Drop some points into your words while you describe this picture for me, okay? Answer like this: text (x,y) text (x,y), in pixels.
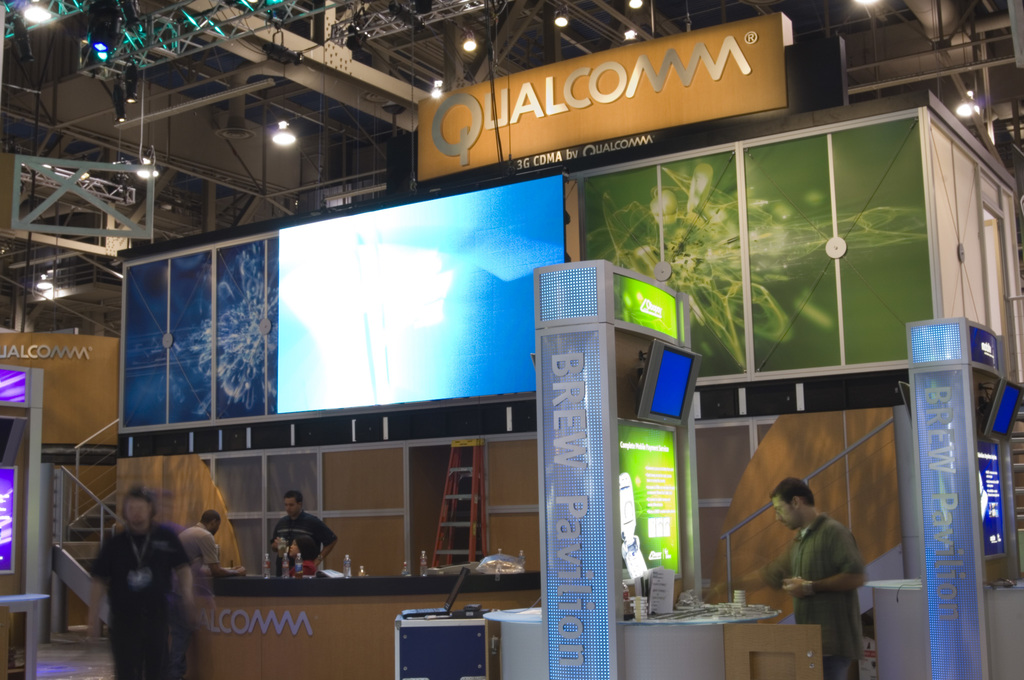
This image consists of four persons (164,627). In the front (246,608), we can see a desk (269,608) on which there are many bottles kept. On the right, there is a man (808,611) standing in front of a screen (659,501). At the top (508,93), we can see a board (505,113) along with a big screen (370,287). At the top (155,109), there is a roof (159,74) along with stands (150,217). At the bottom (57,646), there is a floor (91,651).
